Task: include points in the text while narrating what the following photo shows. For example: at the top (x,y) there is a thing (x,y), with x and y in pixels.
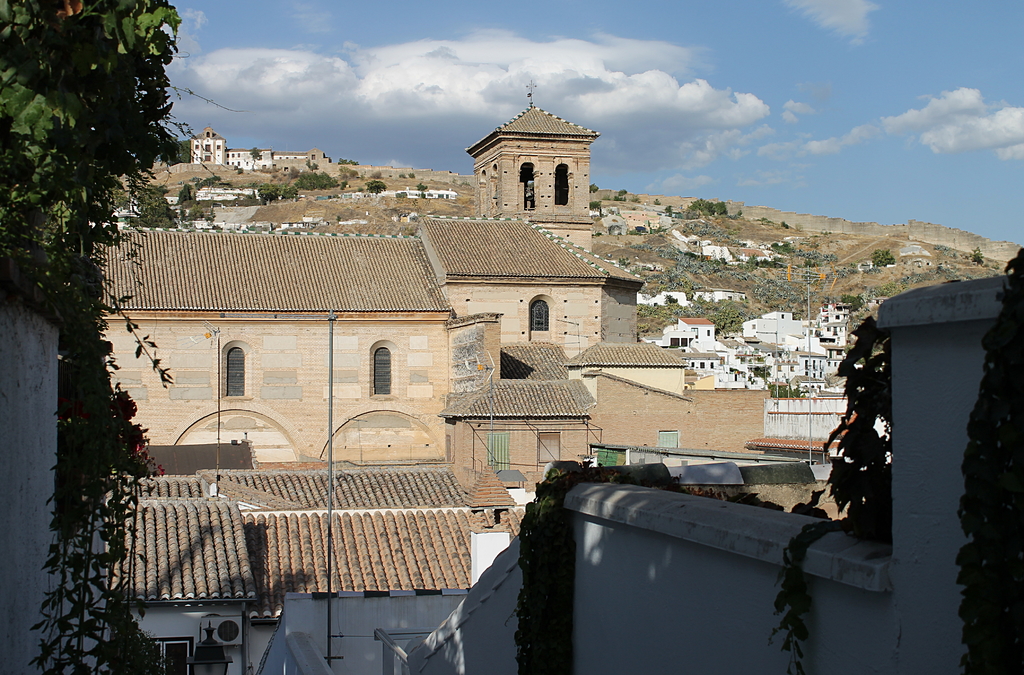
In this image I see the buildings (659,373) and I see number of trees (92,96) and in the background (335,116) I see the sky (741,74).
